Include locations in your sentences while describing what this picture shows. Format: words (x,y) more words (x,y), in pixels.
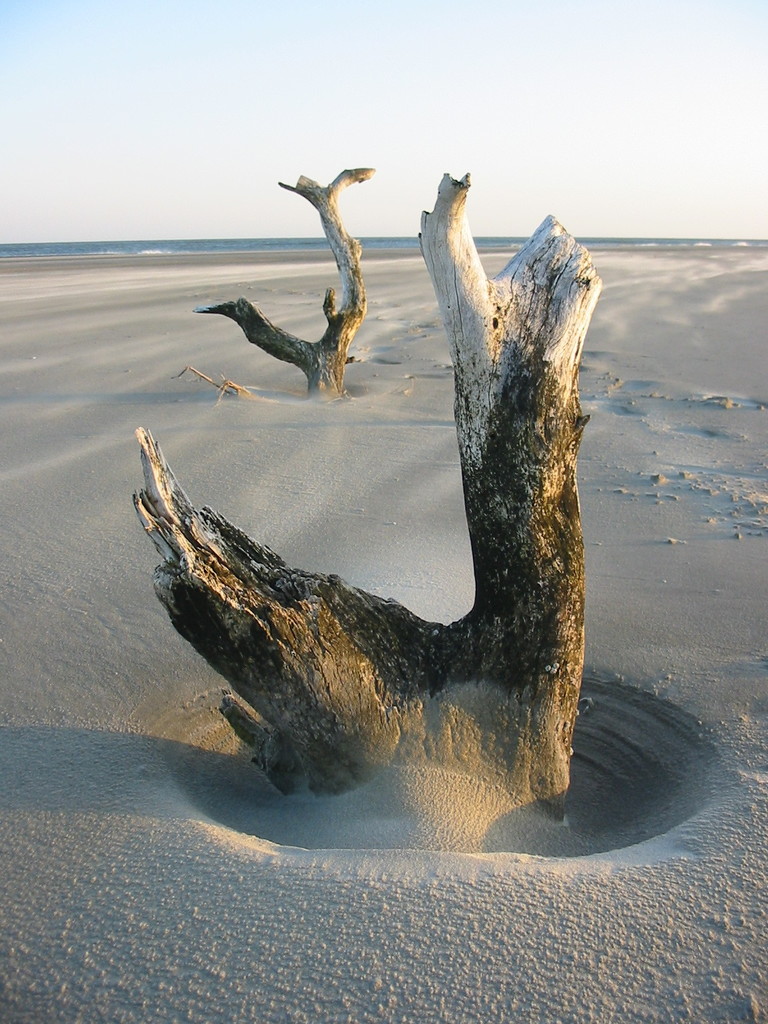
In this image we can see sand (258,794) and trunks (474,275) of trees (567,253) and in the background of the image (737,169) there is water (37,249) and clear sky (269,87).
